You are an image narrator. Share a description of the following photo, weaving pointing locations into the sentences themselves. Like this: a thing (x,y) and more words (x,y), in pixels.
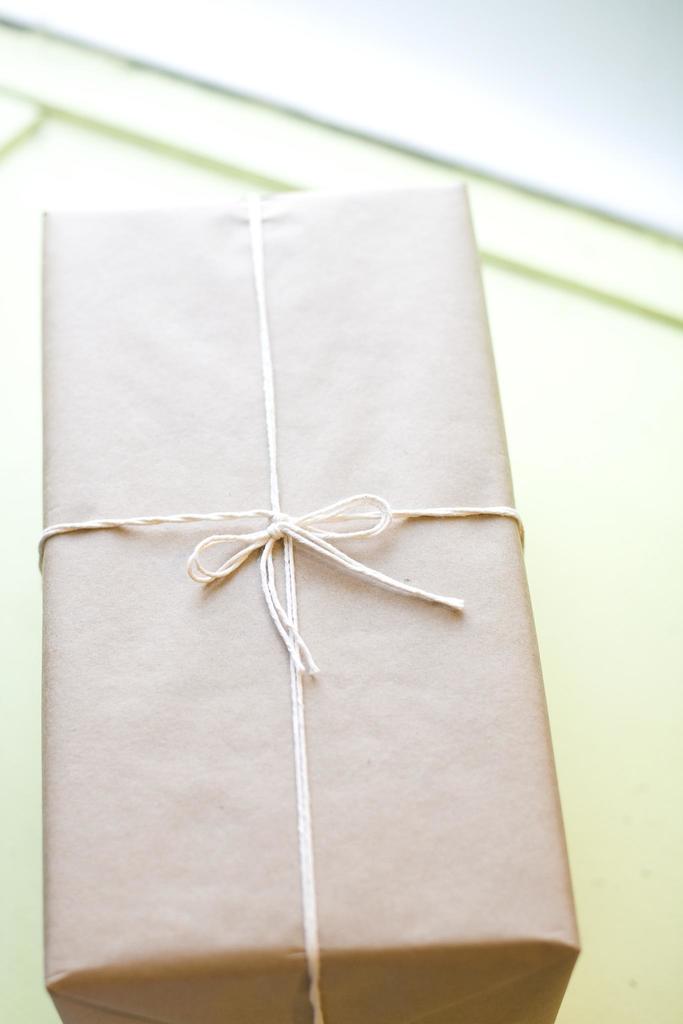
In the image we can see there is a box (394,638) kept on the table (602,726) and it is tied with white colour thread (300,677).
